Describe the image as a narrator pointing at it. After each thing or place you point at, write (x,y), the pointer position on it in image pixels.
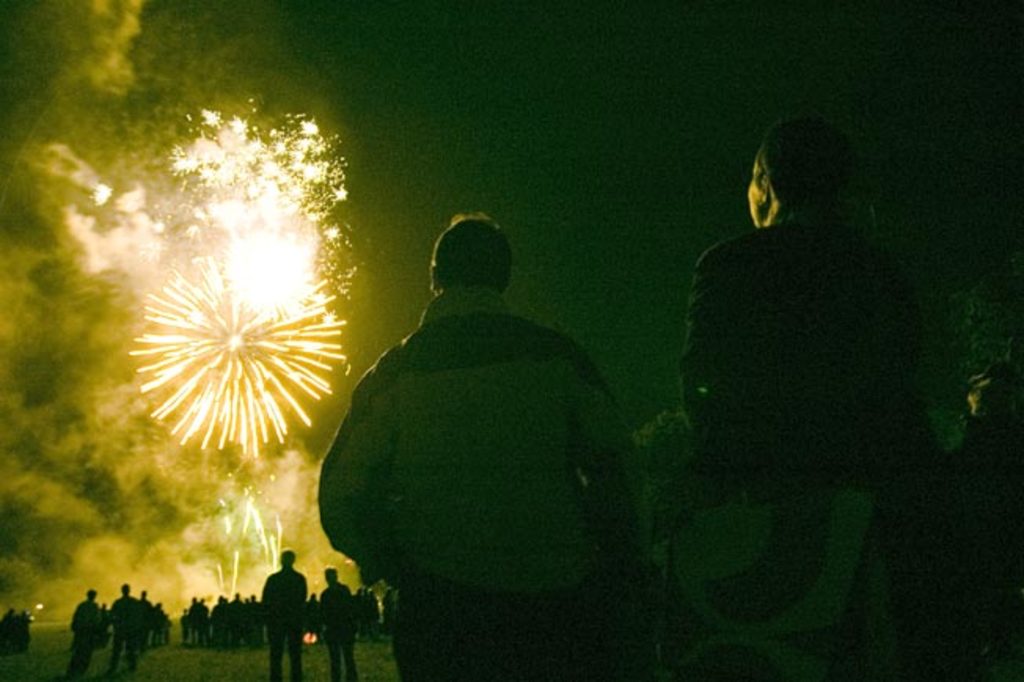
In this picture there are people (360,504). In the background of the image (264,374) we can see smoke (199,248), sparkles (206,357) and sky (625,112).
